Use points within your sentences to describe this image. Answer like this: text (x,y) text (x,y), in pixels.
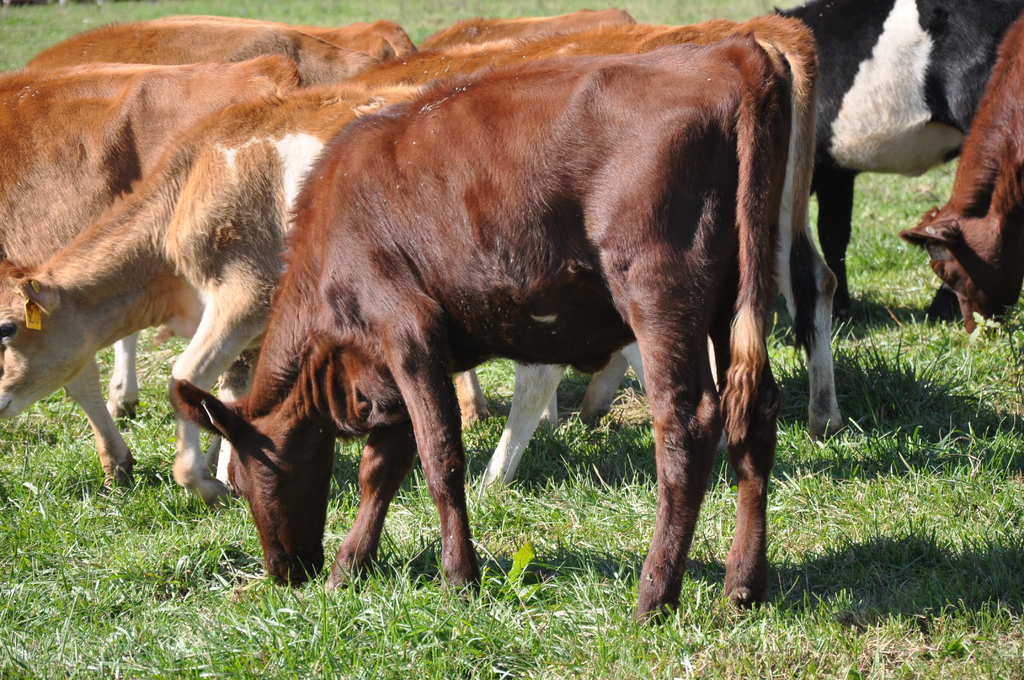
In this image we can see a group of animals (531,171) eating grass (356,483) on the grassy land (879,414).
